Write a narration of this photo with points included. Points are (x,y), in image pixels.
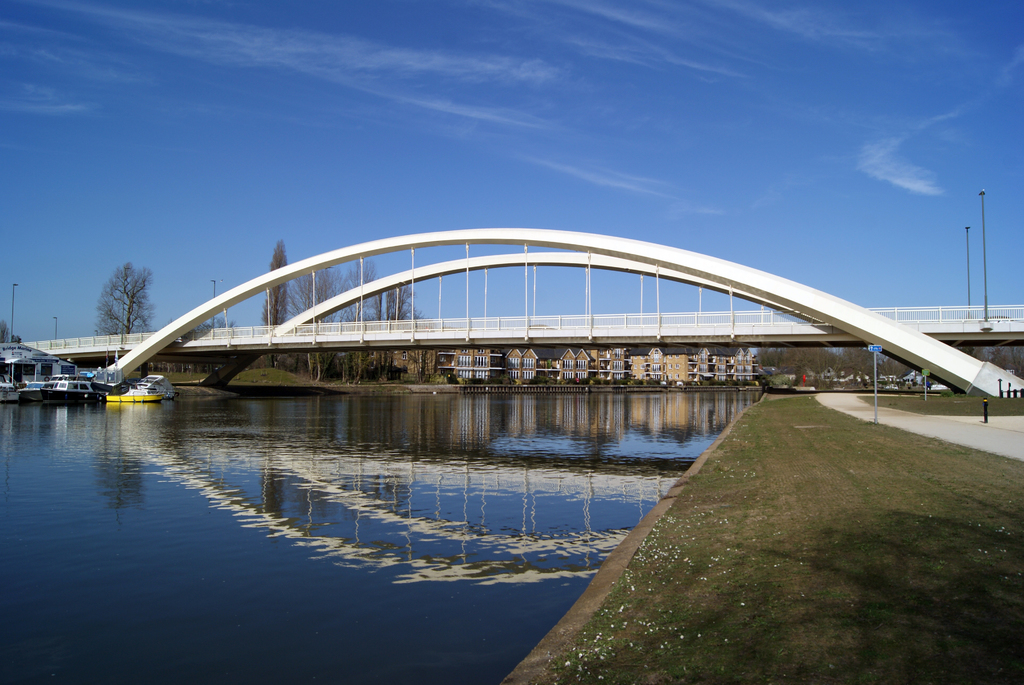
We can see water (373,497) and grass (725,495). On the background (548,318) we can see boats (67,385), bridge (852,318), buildings (44,373), trees (402,303), poles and sky (990,236).
